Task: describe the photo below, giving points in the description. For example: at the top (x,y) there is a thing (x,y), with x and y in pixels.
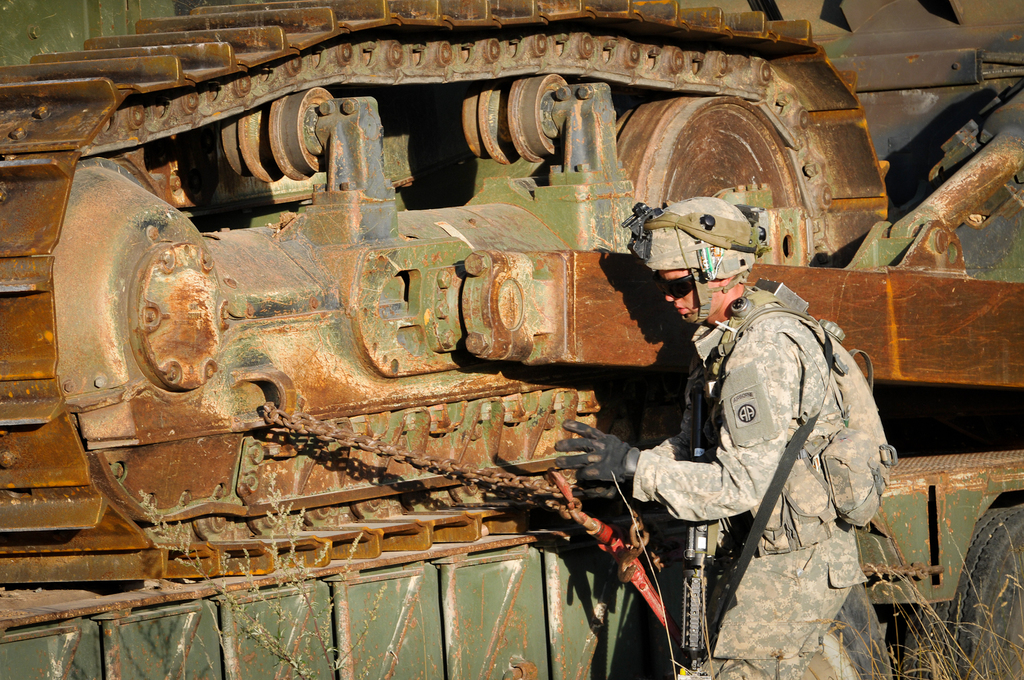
In this image there is an army (750,437) standing beside a tanker (519,521). He is wearing gloves (619,464), helmet (688,257). The army (819,374) is carrying bag (847,451) and gun (692,610).
